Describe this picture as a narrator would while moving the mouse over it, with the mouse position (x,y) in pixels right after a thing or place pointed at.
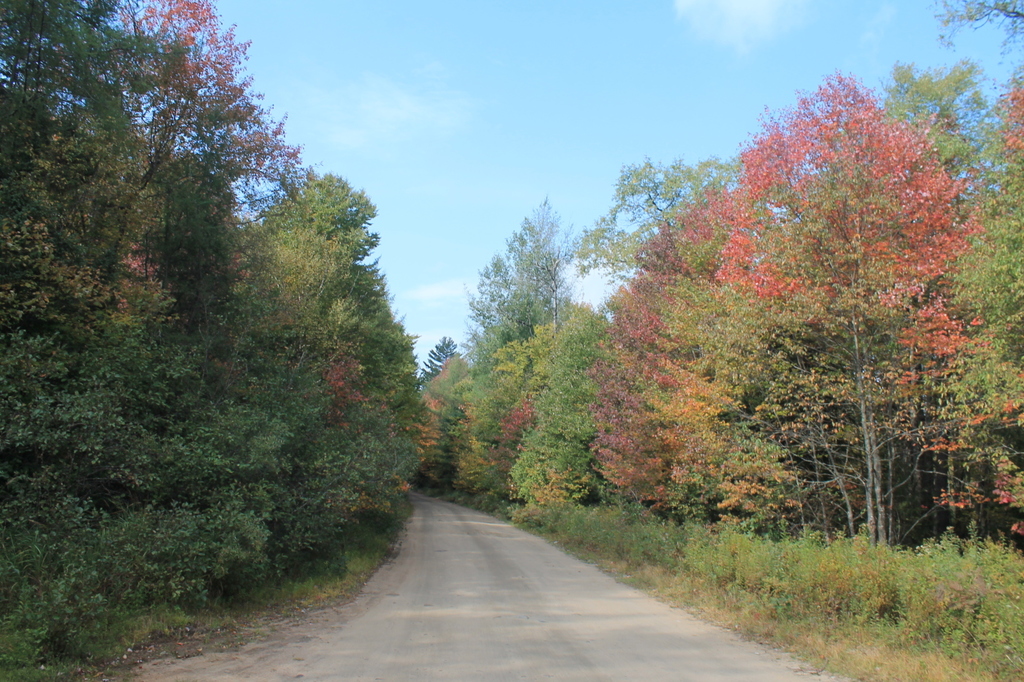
In this picture I can see there is a road (442,525) and there are plants (786,592) and trees (274,457) on both sides of the road (496,551) and the sky (550,177) is clear.
